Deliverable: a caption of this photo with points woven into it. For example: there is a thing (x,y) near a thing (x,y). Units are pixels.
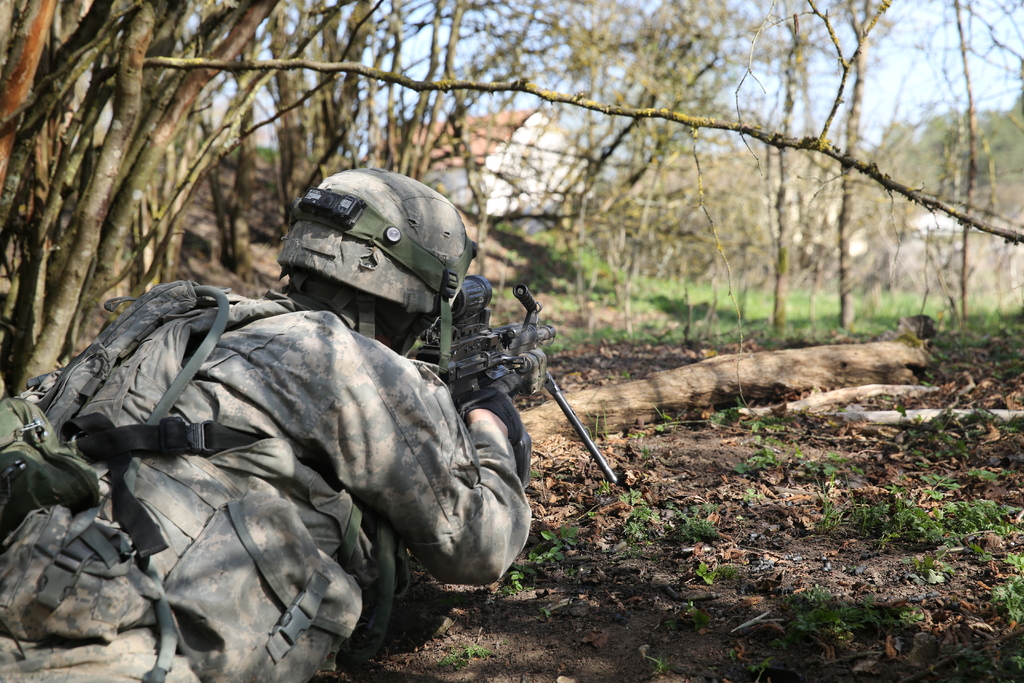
In this image we can see a person (393,435) holding a gun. There are many trees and plants (821,593) in the image. There is a grassy land (753,318) in the image. We can see the sky (945,30) in the image.
